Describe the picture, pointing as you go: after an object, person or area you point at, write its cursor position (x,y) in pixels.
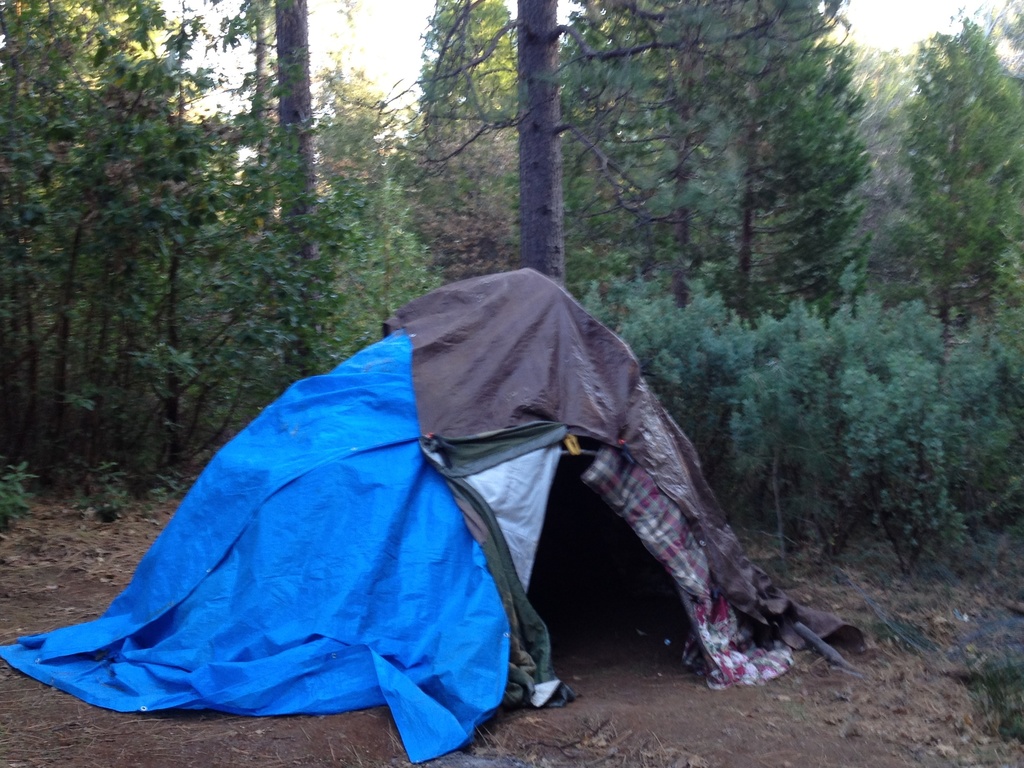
In this image I can see a tent (442,461). In the background (526,214), I can see the trees (748,358).
